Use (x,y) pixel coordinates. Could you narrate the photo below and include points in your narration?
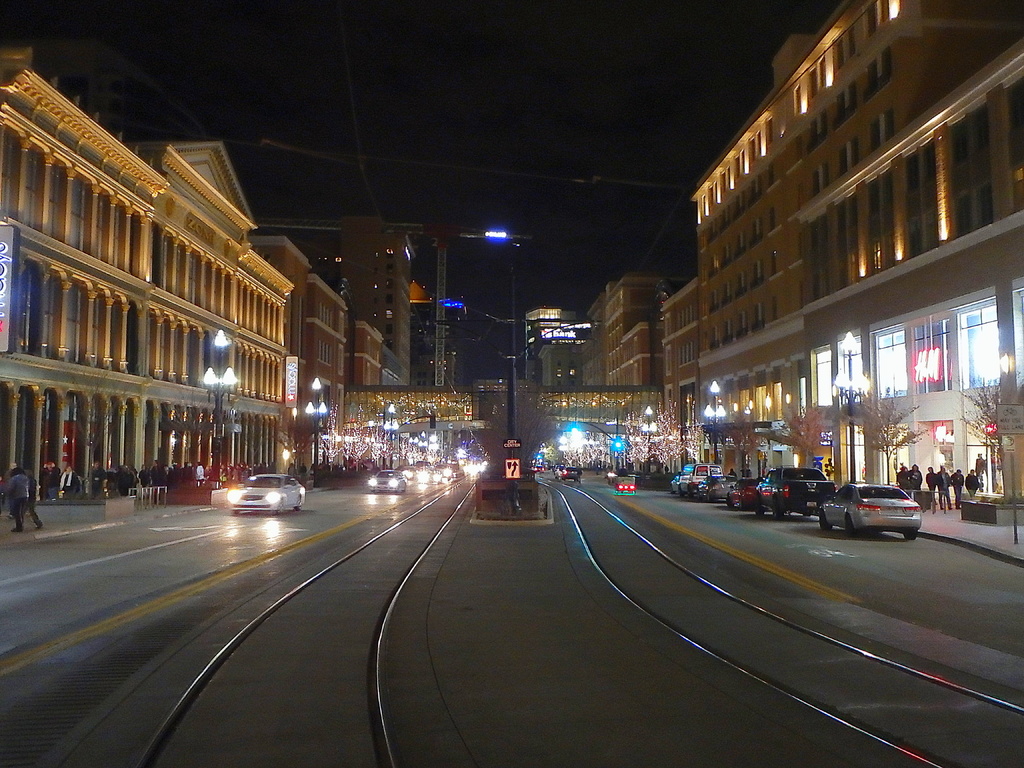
In this image we can see buildings (351,365), street poles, street lights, trees (512,399), motor vehicles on the road (509,572), person's (167,475) standing on the road (509,556) and sky (505,127).
